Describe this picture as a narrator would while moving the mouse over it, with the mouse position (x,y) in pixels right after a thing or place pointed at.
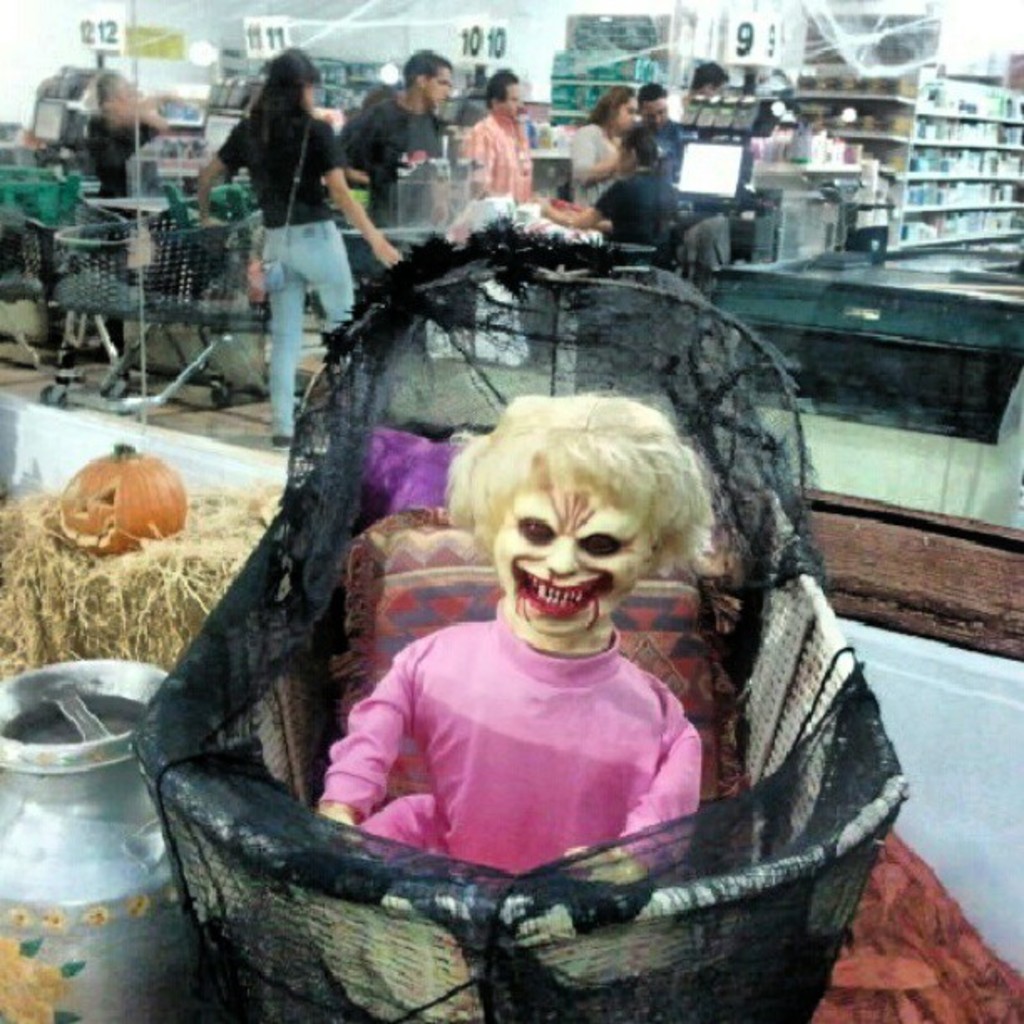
This image consists of doll (530,825) kept in a basket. Behind it there is a pumpkin (81,525) kept on the dry grass (79,579). In the background (495,118), there are many people (491,132) standing.
